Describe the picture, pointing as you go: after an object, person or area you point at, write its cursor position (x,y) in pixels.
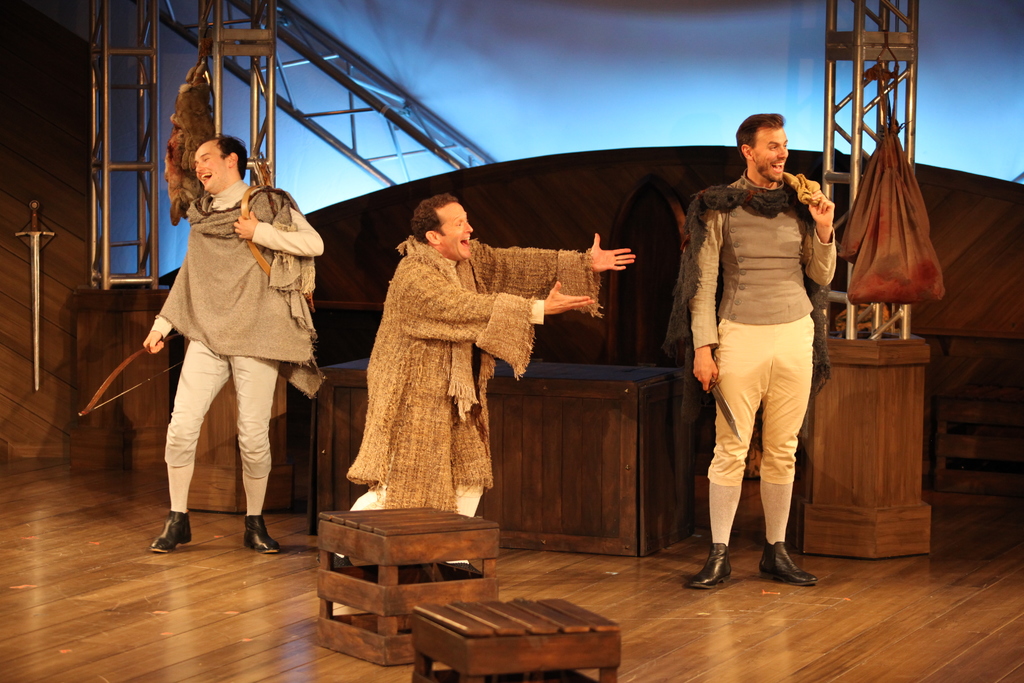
In the image in the center (426,266), we can see three persons (396,282) are standing and they are smiling. In the background (629,49) there is a wall (564,344), tables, pole type structures (856,178) etc.
